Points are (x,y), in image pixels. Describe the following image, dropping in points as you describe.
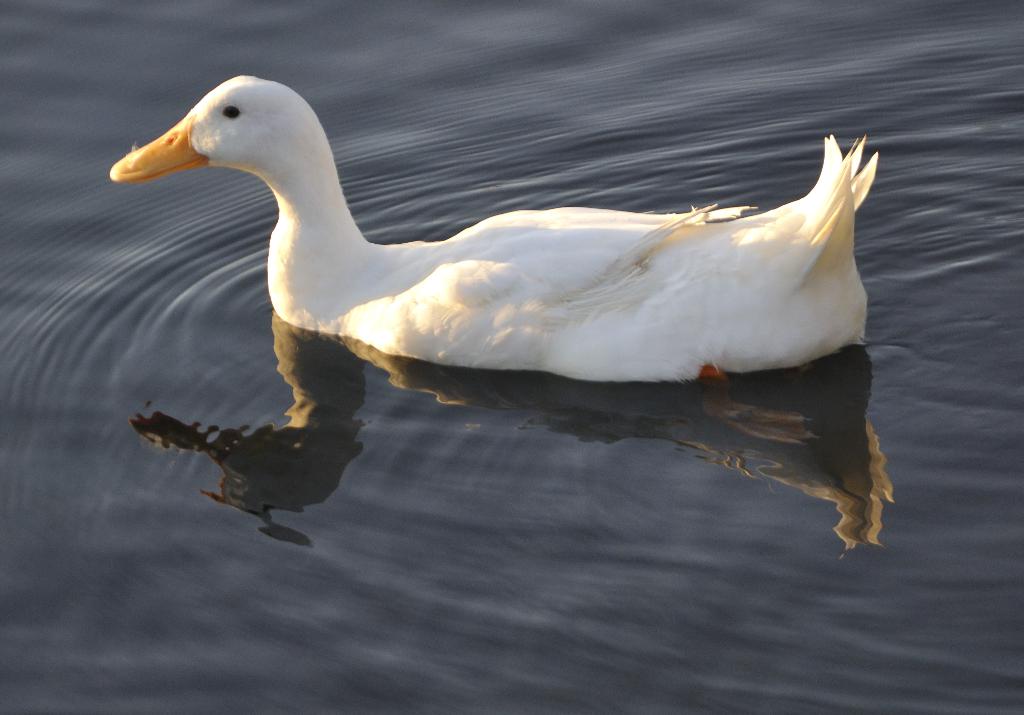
In this picture we can see a duck (590,293) is present on the water (184,542).
